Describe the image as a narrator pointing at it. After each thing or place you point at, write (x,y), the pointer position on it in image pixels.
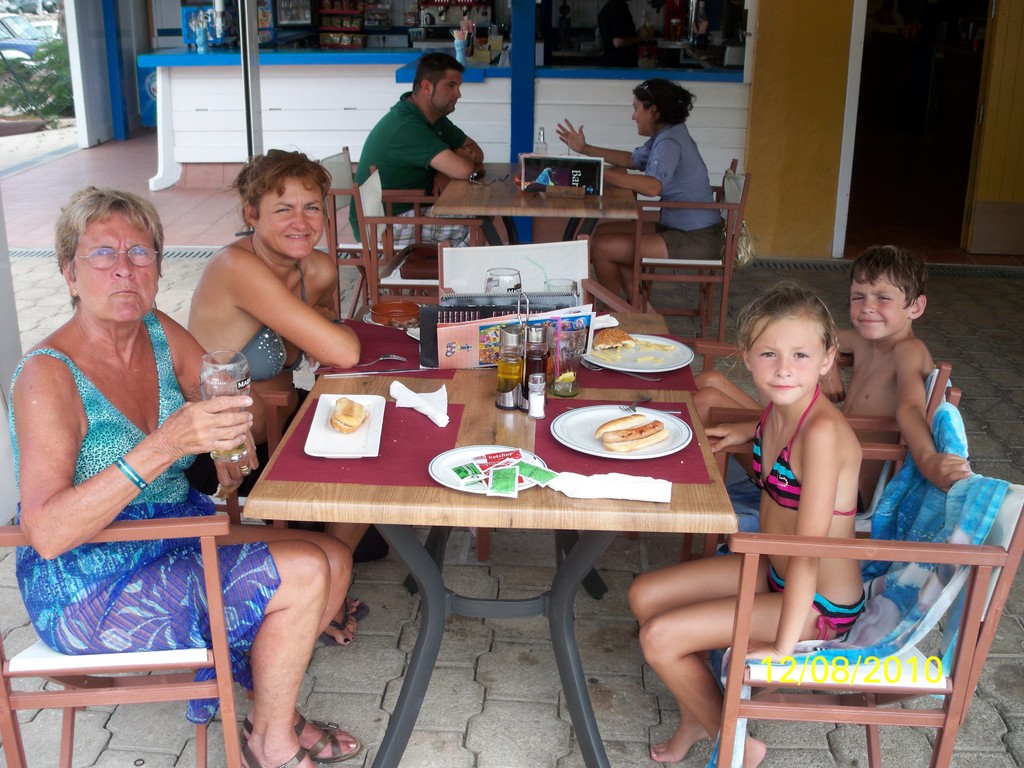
In this image there are group of people (838,383) sitting in chairs (988,583), and on table (410,376) there are bottles (514,368), glasses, plates (579,419), food (627,442), sauce packets (470,484), and in the back ground (314,126) there is building (755,9), door (994,25), plants (56,76), car (16,19).
